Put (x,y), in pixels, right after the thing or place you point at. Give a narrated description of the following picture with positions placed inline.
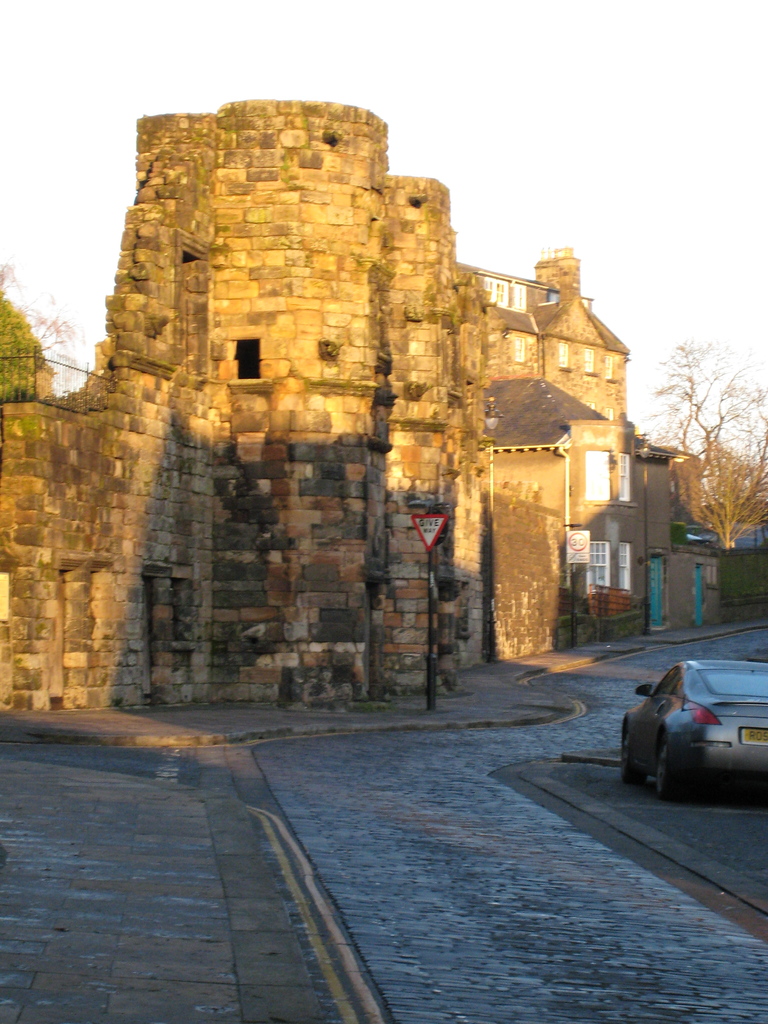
In this image we can see a building (447,458) looks like a fort (423,442), there are few trees (762,503), a sign board (433,670) on the pavement (453,718), a car (654,709) on the road (666,815) and the sky (463,138) in the background (43,110).
